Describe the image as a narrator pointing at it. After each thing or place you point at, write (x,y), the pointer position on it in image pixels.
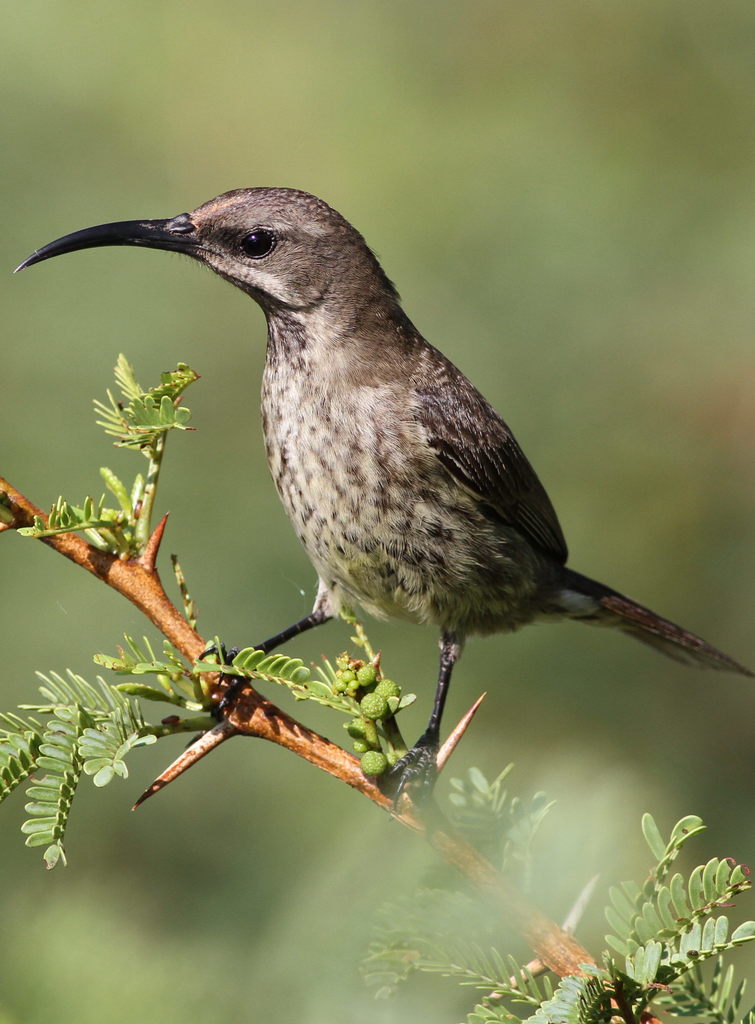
In the foreground of this image (351,542), there is a bird (299,367) with long beak (162,233) standing on the stem (414,823) of a plant (158,612) and in the background of this image (438,122) is blurred.
